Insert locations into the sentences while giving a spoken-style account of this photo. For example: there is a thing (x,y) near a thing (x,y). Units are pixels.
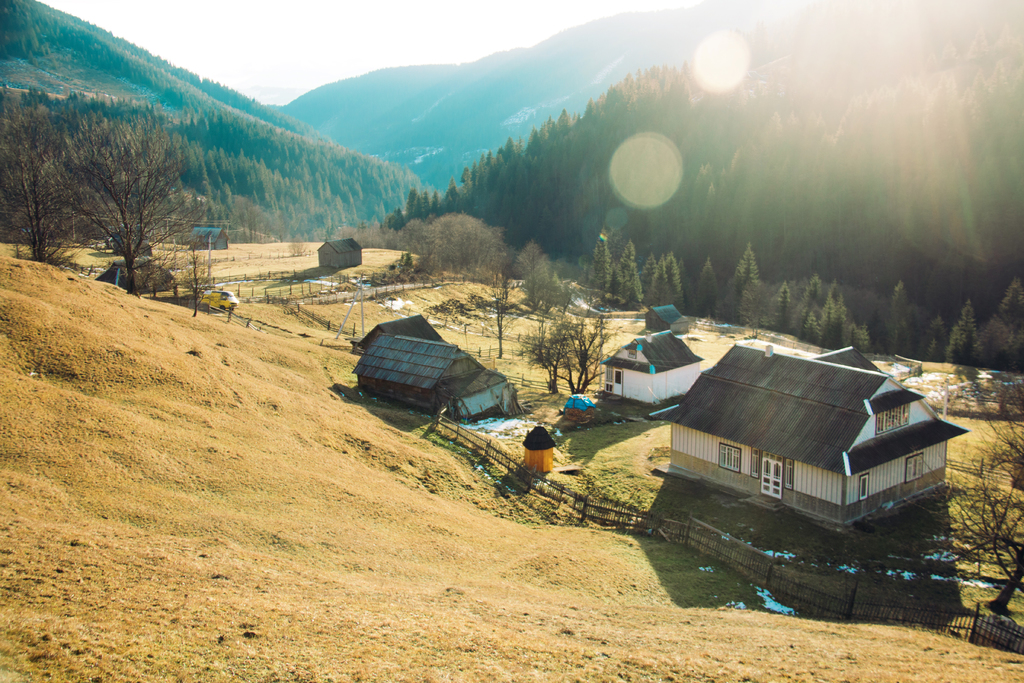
In this image there is a slope (757,612), fencing (988,641), houses (385,392), trees (353,213), mountains (480,100) and the sky (315,39).
